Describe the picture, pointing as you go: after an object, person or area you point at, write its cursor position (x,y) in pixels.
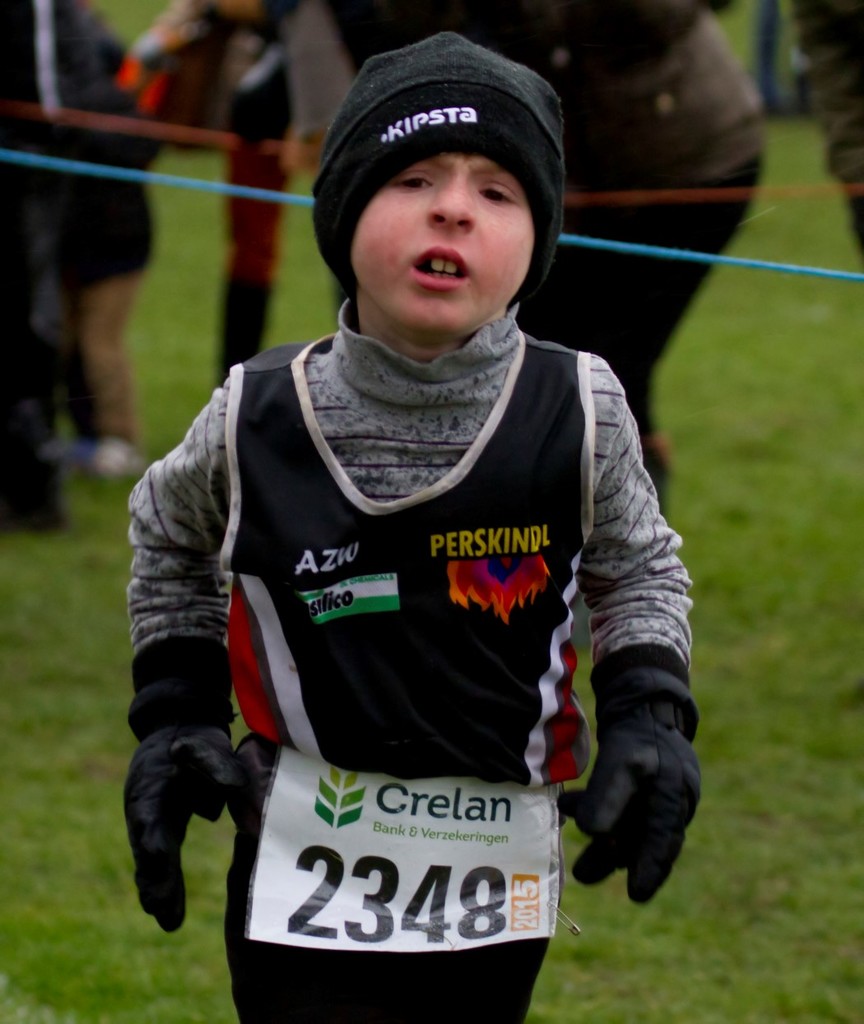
In this picture there is a boy (410,557) in the foreground (357,774) and there is a poster (558,812) on the boy (423,715). At the back (22,241) there are group of people (55,309) and there are ropes (118,126). At the bottom (784,780) there is grass (736,614).
